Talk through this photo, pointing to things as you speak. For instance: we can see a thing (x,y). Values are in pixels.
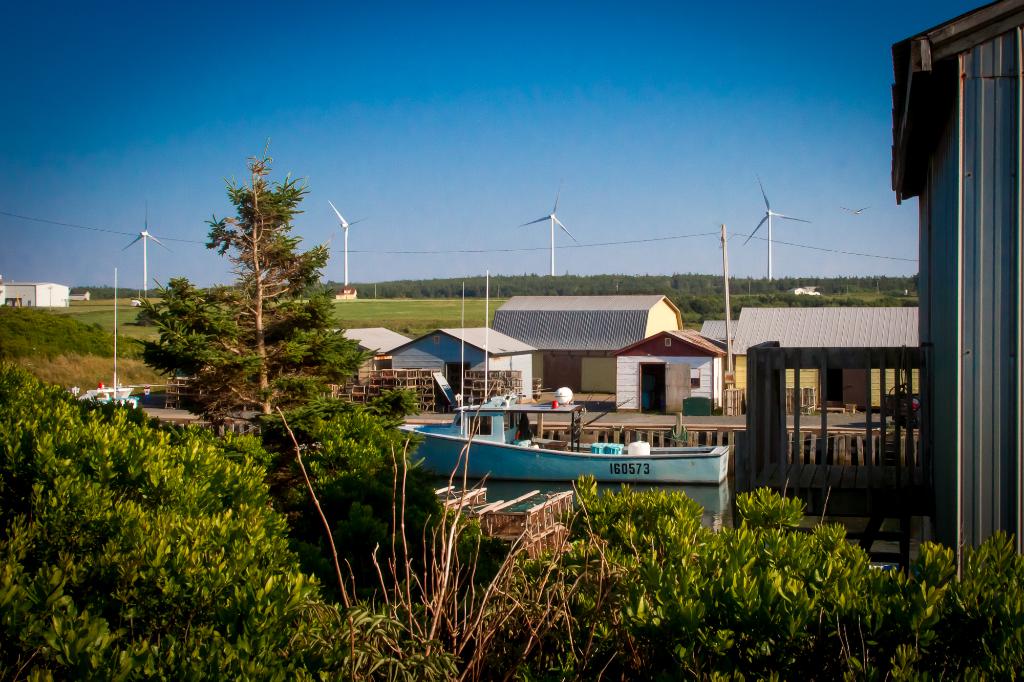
In the foreground of the image (275,548) we can see some trees (296,477), there are some houses (668,391) and in the background of the image (347,265) there are some windmills (771,222), trees (763,294) and there are also some houses (44,290) and there is clear sky (462,131).
